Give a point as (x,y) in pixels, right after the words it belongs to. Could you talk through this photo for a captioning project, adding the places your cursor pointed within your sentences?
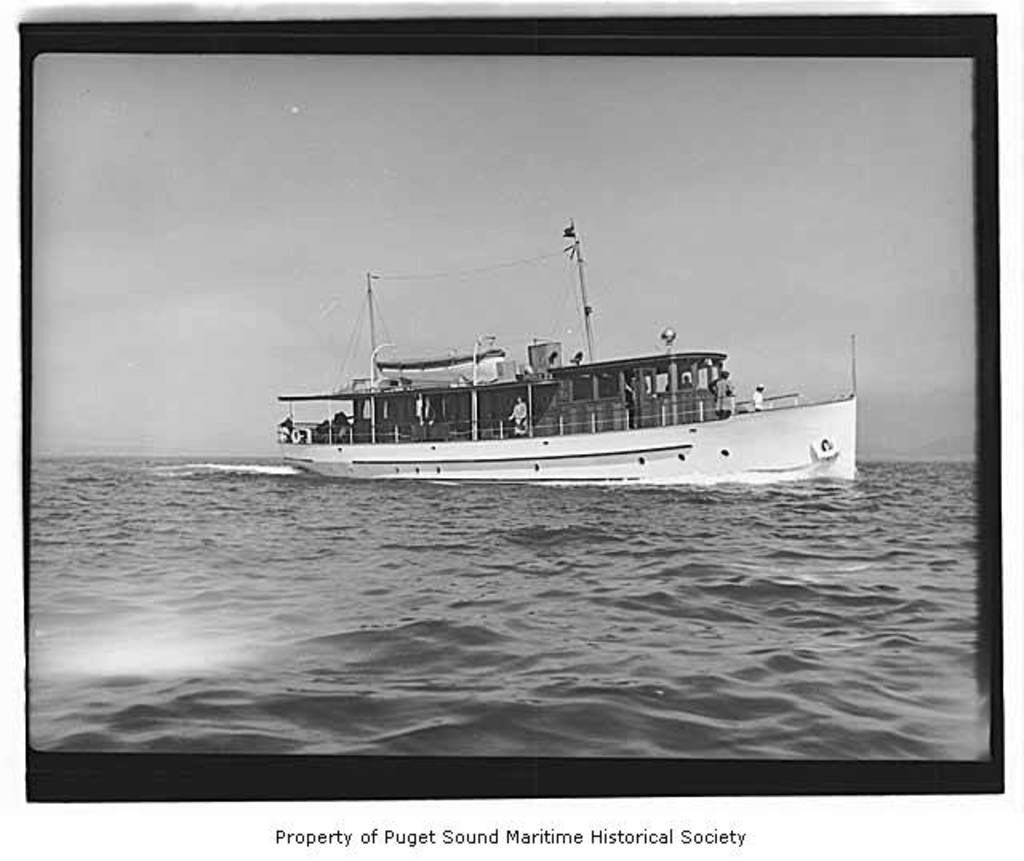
This is a black and white image, in this image in the center (512,448) there is one boat (536,457) and in the boat (479,448) there are some people (517,429) and a lifeboat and some objects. At the bottom (259,656) there is water (595,655), at the bottom of the image (417,834) there is text (289,833).
